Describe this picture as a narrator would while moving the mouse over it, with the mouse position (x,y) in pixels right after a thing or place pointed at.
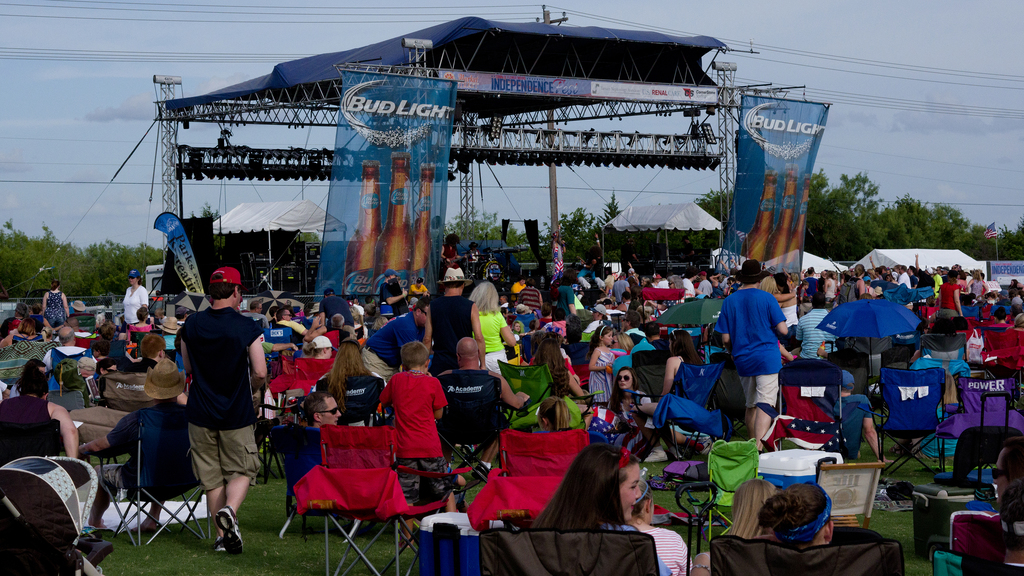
In this image I can see there are so many people (421,401) standing and sitting on the grass ground (897,471), beside them there is a stage (533,113) where we can see so many banners (777,263), also there are tents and trees (985,242) at back (147,256).
